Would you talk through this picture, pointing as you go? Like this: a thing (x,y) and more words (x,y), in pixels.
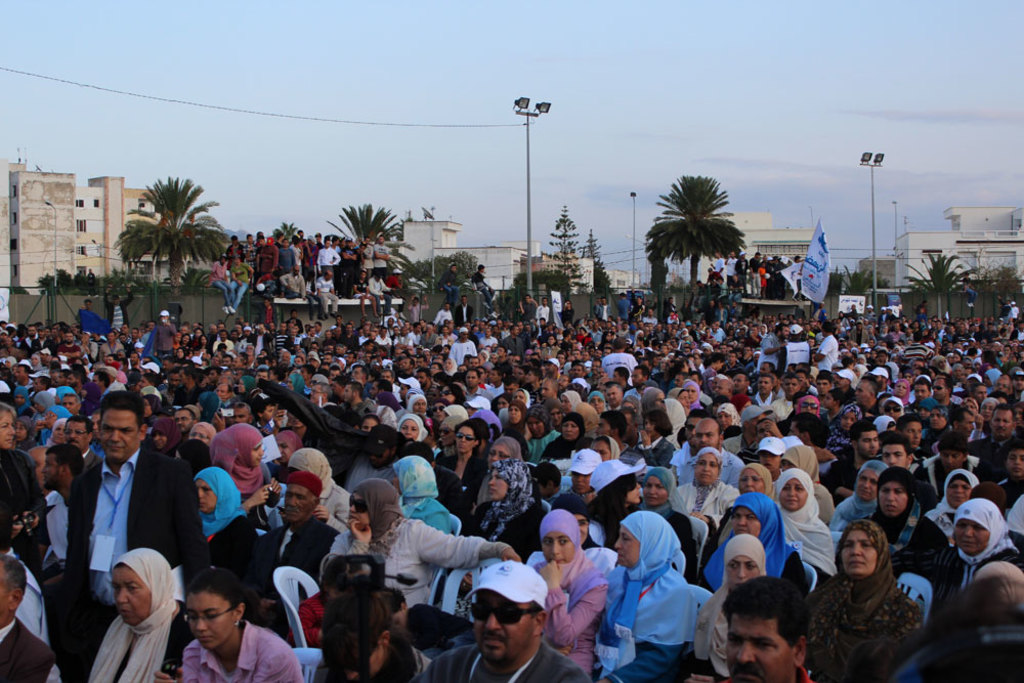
In this picture we can see a group of people (632,460) and in the background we can see buildings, trees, electric poles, banners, sky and some objects (312,410).
